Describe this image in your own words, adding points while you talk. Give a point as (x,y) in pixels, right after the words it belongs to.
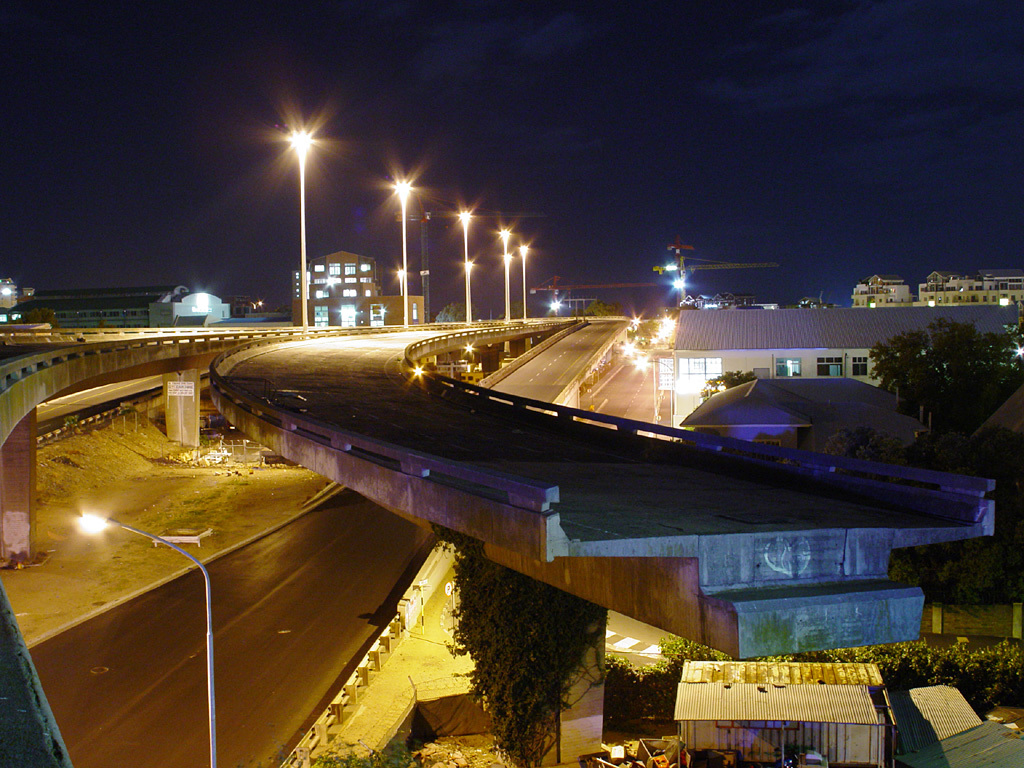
In this image, I can see the buildings (781,309), trees (921,391) and flyovers (382,352) with street lights (507,271). In the background (288,248), there is the sky (883,126). I can see two tower cranes (602,287).
